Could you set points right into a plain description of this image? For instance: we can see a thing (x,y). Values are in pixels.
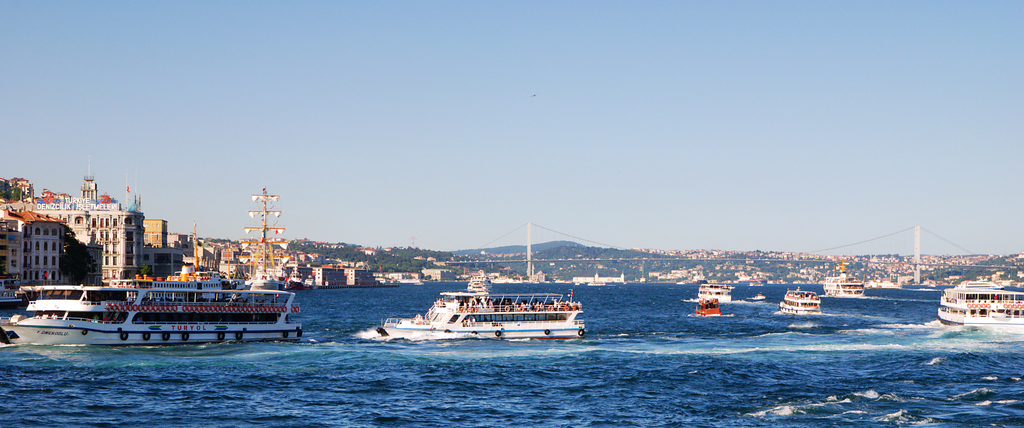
In this image I can see few ships (458,299), buildings (94,253), flags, trees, bridge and blue color water (704,335). The sky (678,154) is in blue color.
